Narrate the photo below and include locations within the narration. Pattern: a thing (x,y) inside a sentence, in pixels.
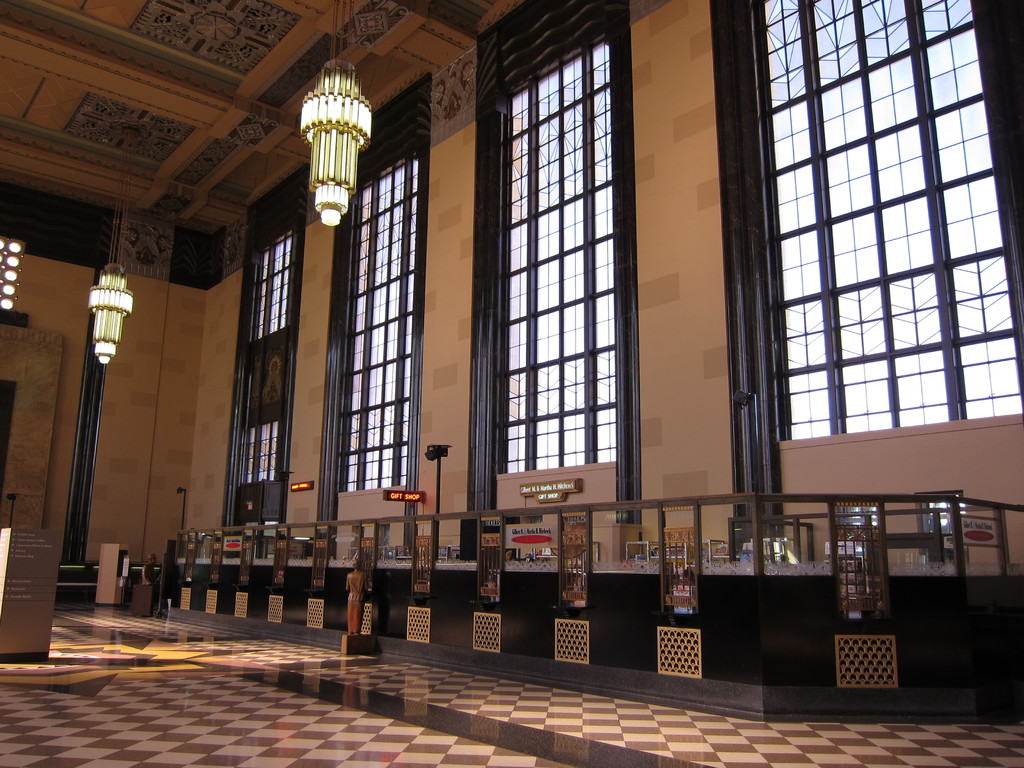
This image is taken from inside. In this image we can see there are few objects (782,559) in front (254,585) that there is like a fence (373,554) and there are cameras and few tables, in the background (451,485) there is a wall (301,361) with windows (876,351). At the top of the image (188,66) there is a ceiling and there are two chandeliers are hanging.
